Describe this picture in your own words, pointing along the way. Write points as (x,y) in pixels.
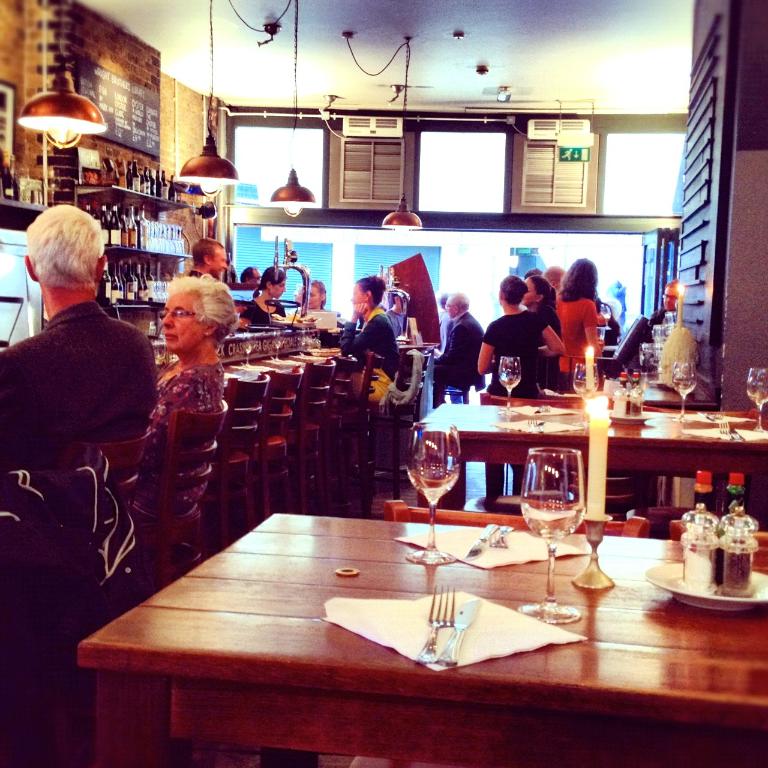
In this picture we can see some people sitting on chairs (130,458) and some people (537,329) standing here, in front (622,644) we can see a table (613,647) which consist of a knife (460,627) and fork (448,622), also we can see glass of drink (568,514), on right side (696,593) we can see plate (707,593), on the left side of this image (135,230) there are some bottles (140,238), on the top of the image (97,127) we can see some lights (191,170) here.
